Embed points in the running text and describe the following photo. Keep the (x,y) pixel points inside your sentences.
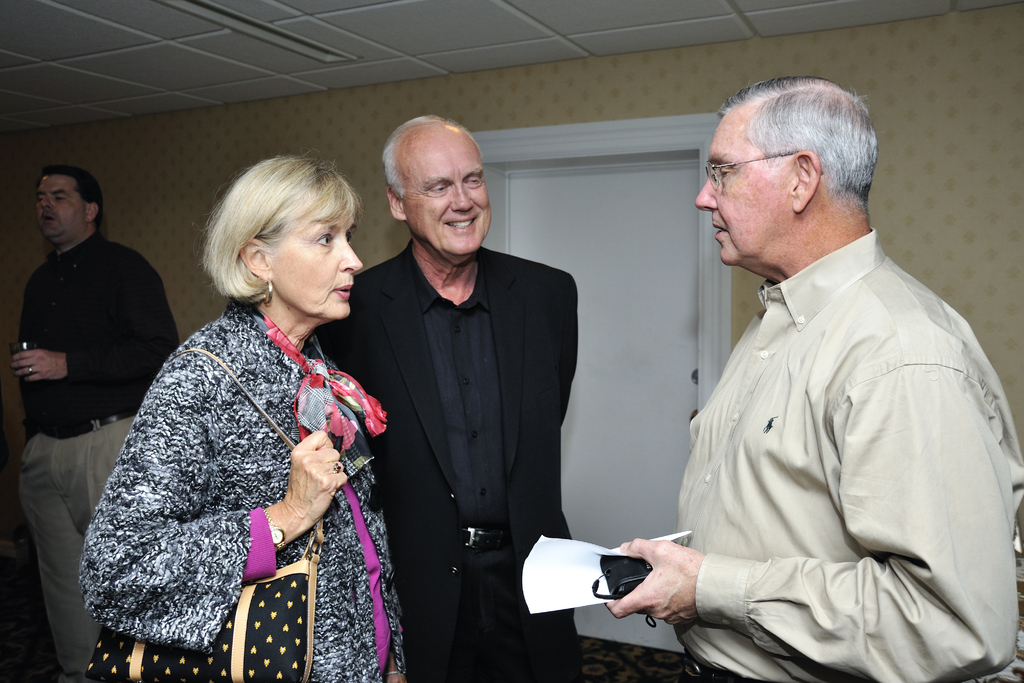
In this picture we can see a group of people (192,466), one woman (234,463) is wearing a bag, one person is holding a paper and an object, another person (88,502) is holding a glass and in the background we can see a wall (752,63), door (628,269), roof (787,29).
